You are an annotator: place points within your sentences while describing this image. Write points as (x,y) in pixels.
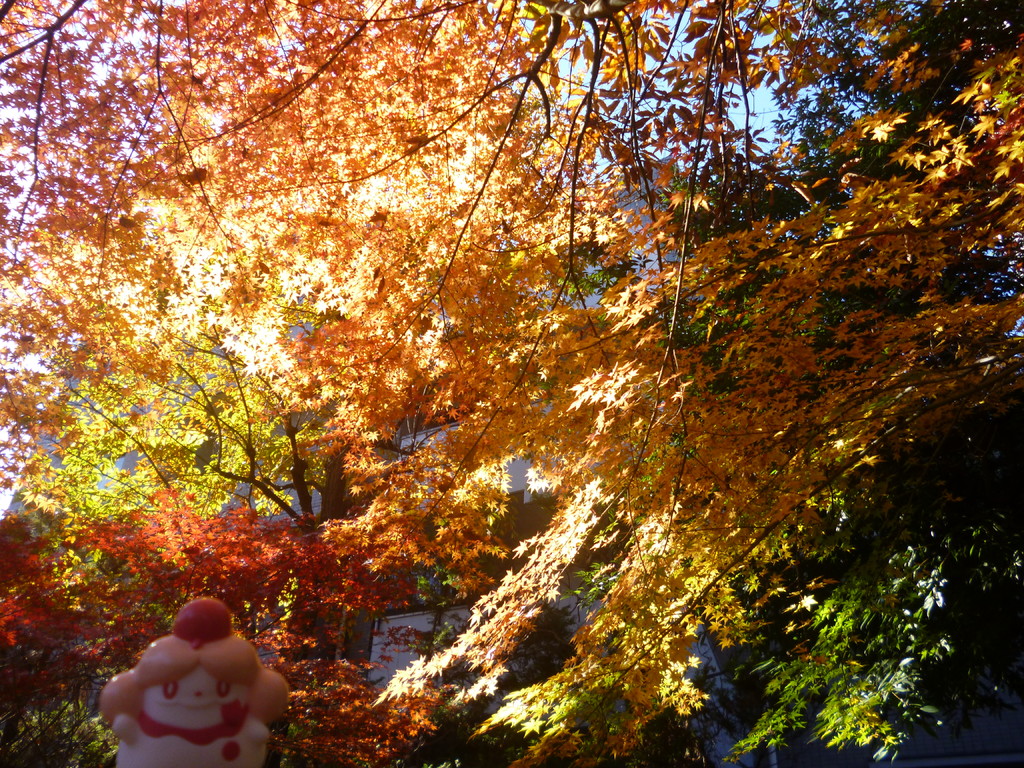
In this image I can see colorful tree (539,435) and I can see a toy (186,635) visible at the bottom (150,747).
